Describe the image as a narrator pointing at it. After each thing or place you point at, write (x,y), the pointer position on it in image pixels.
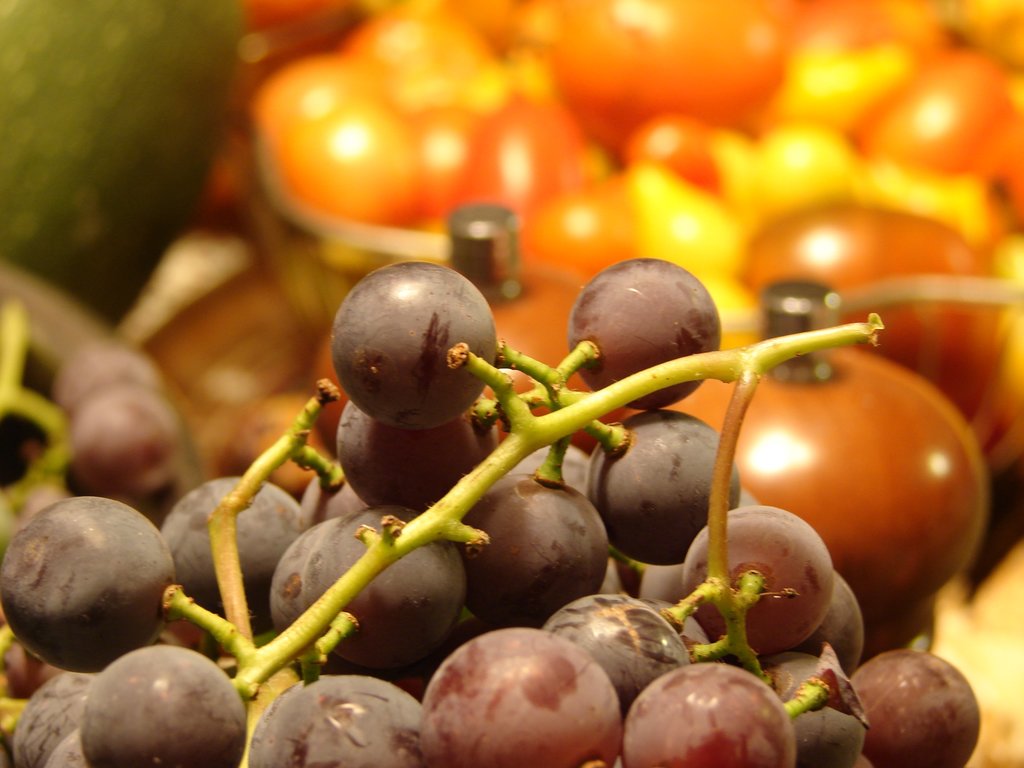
At the bottom of the picture (466,645), we see black grapes (515,534) and behind that, there are fruits (612,96). In the background (551,242), it is blurred.
